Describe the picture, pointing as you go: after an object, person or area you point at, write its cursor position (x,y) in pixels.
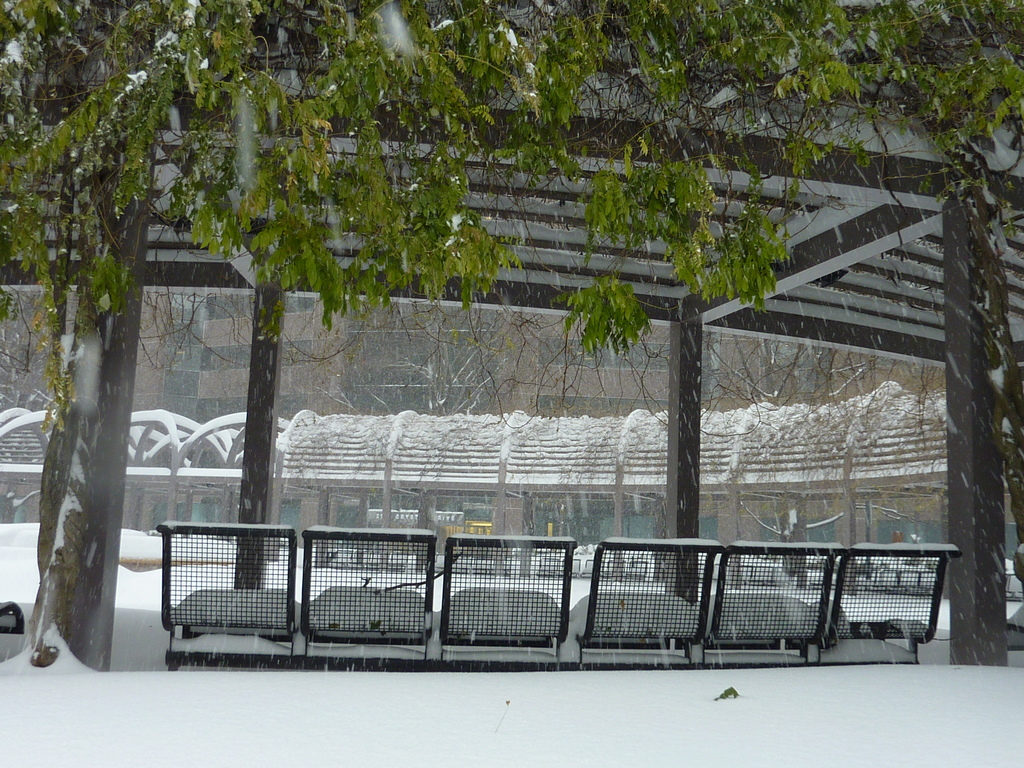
In this image in the center (488,281) there are empty benches (457,617) and there is a shelter (108,364) and there are pillars (949,397). On the top (262,106) there are leaves (536,125). In the background (217,477) there is a walkway (483,491) and there is a building (353,362) and there is snow (27,567) on the ground (127,597).
